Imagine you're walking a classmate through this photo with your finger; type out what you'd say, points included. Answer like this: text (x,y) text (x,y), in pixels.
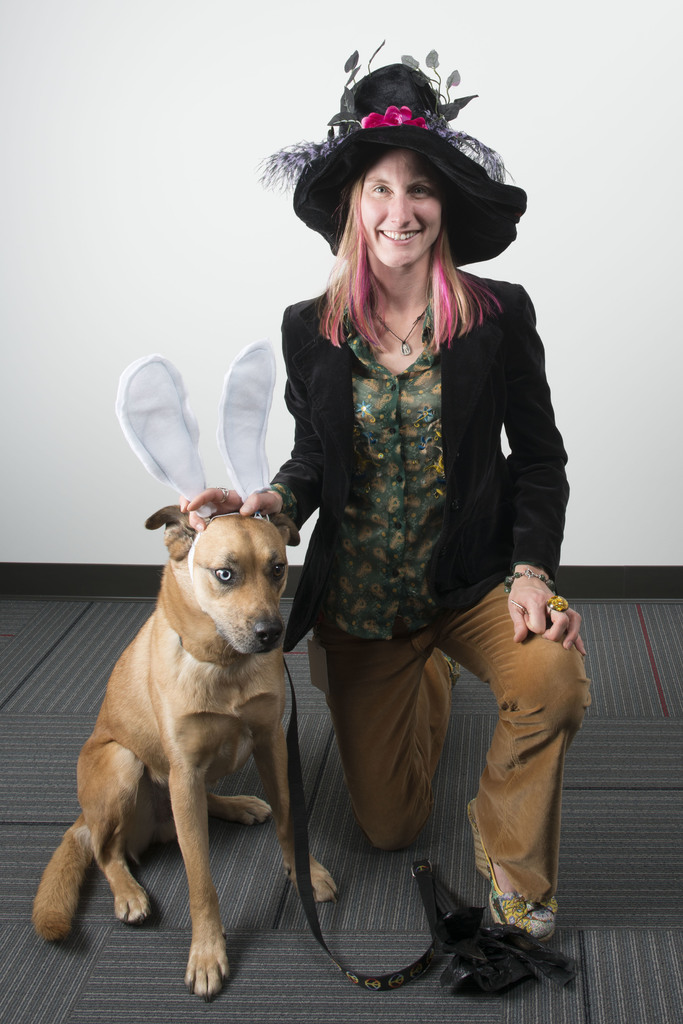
In this image we can see a lady (301,622). There is a dog (202,635) in the image. There is a dog belt (370,982) in the image. There is a white color wall (152,216) in the image.
